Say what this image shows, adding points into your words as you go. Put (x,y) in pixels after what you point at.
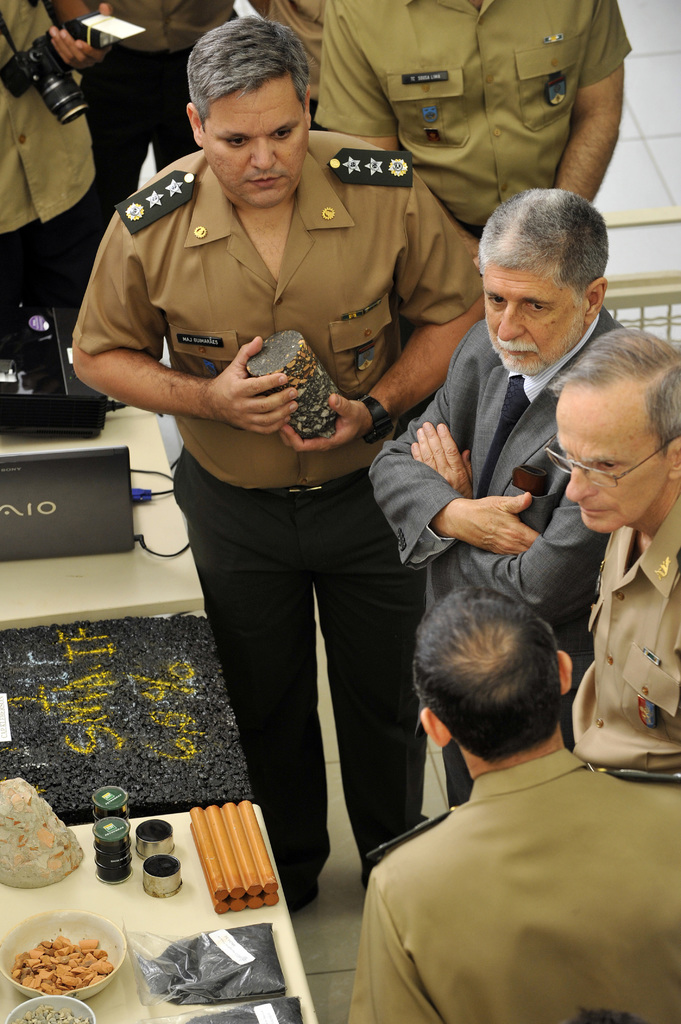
In this image there are people (497,809) standing on the floor (631,109). In front of them there are tables (144,565). On top of it there are laptops (55,453) and a few other objects (197,960).
